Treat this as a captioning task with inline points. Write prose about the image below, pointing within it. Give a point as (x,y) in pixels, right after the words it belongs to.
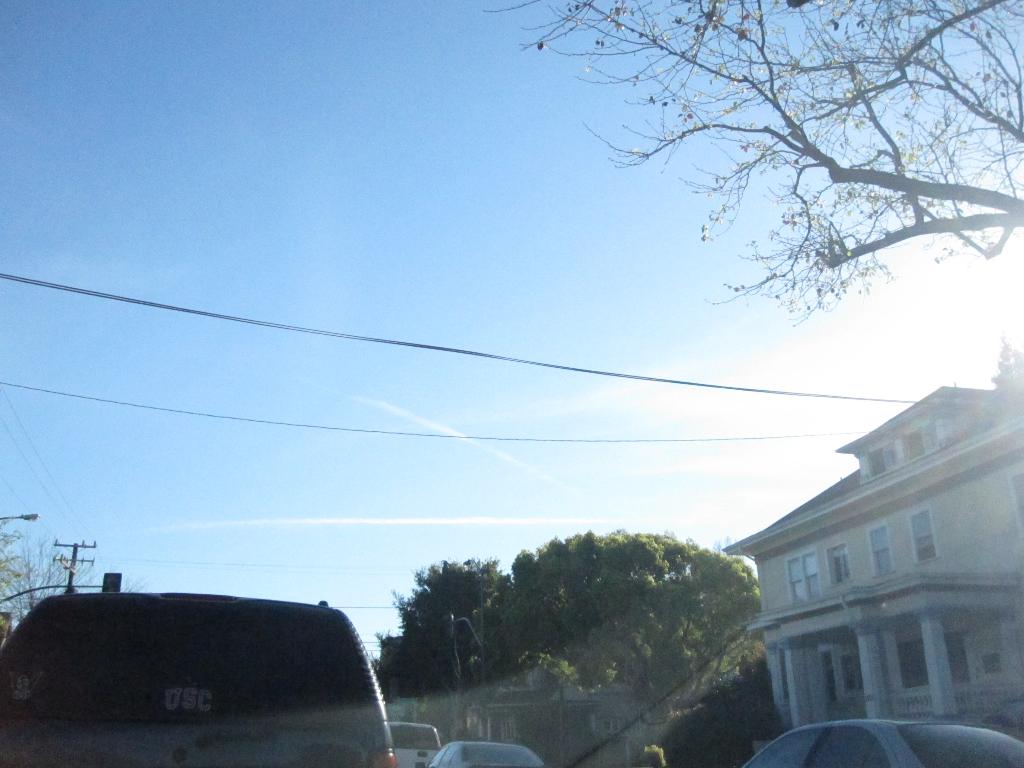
In this picture I can see trees (586,683), buildings (609,711), street light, pole (68,559) which has wires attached to it. In the background (54,490) I can see the sky (264,413).
